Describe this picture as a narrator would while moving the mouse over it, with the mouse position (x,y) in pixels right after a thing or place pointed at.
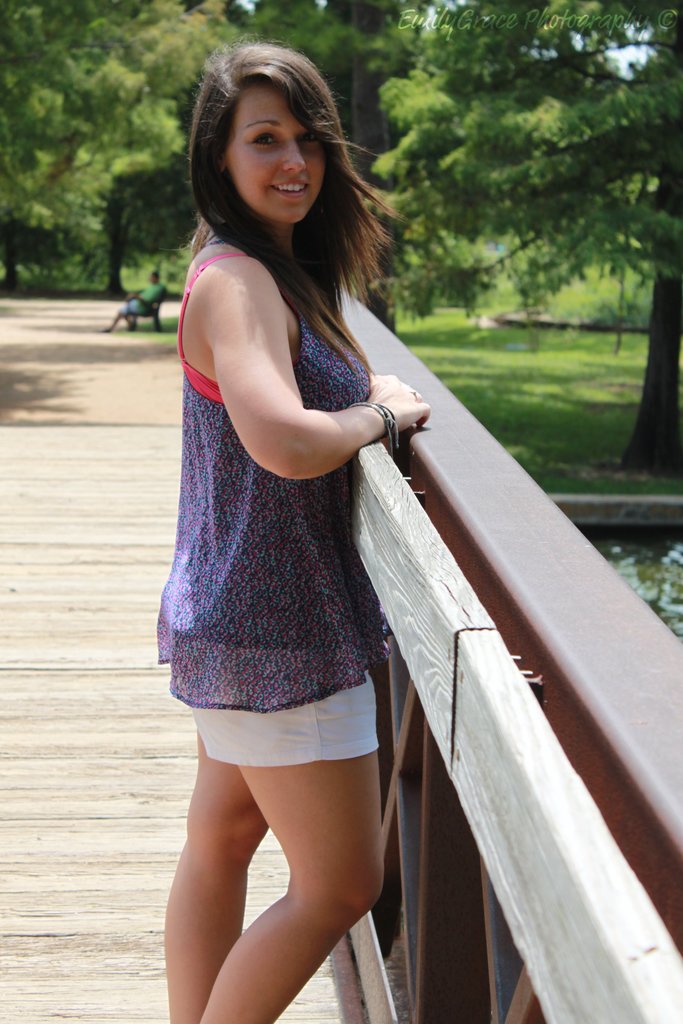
In the center of the image (305,548) we can see a woman (381,410) standing on the path (329,996) and smiling. On the right (495,586) we can see the fence (436,657). In the background (129,322) we can see a man (155,278) sitting on the chair (164,287). We can also see the trees (467,155) and also the grass (569,371).
